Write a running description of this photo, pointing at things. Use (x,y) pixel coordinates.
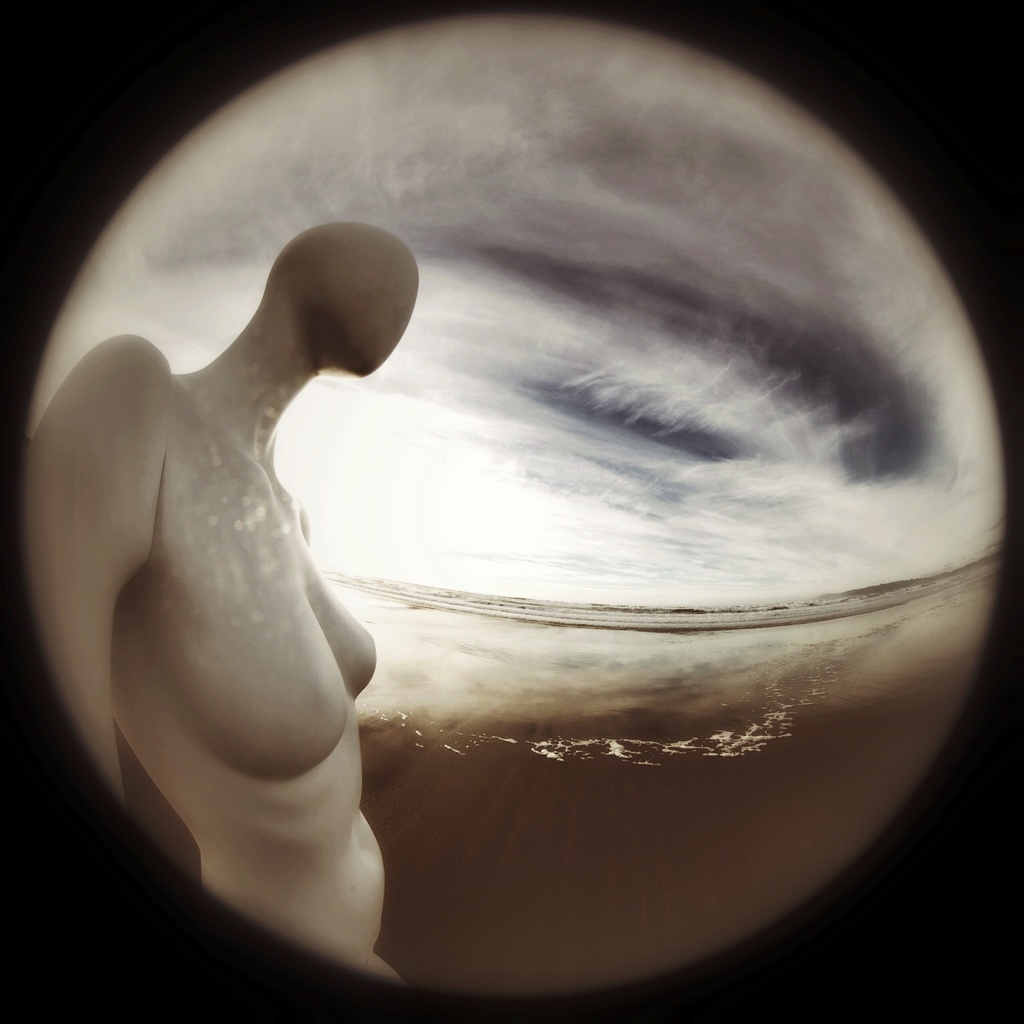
There is a circular image, in which there is a person's statue (349,287). In the background (726,580), there are clouds (554,317) in the sky (811,312). Around this circular image, there is a dark color border (749,1003).
